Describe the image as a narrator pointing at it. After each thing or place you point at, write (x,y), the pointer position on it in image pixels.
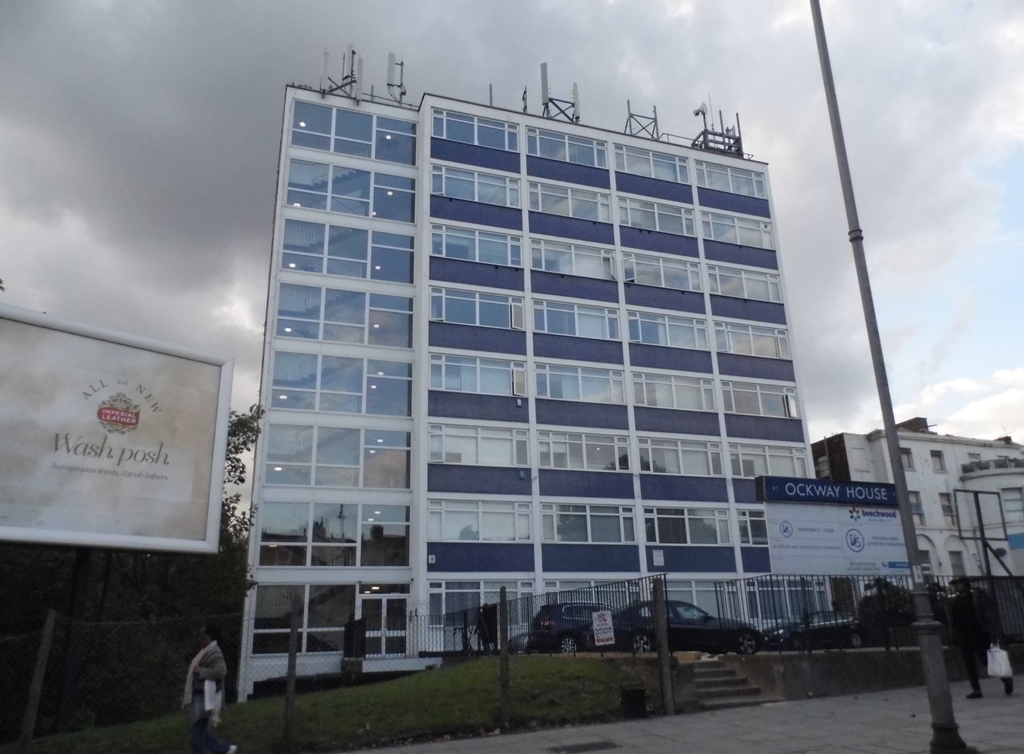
In this picture there is a buildings (572,496). In the bottom left corner (193,665) there is a man (211,692) who is walking on the street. Beside him there is a fencing (167,681). On the left (154,456) we can see the advertisement board (197,529). Behind that we see the trees (134,589). In the bottom right corner (967,630) there is a man (964,661) who is wearing black dress (963,616) and holding a plastic bag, beside him we can see the pole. In front of the building (799,597) we can see black cars (548,624) which is parked near to the board (853,543). At the top of the building (516,117) we can see the signal towers (723,123) and poles (732,125). At the top (721,17) we can see sky (719,26) and clouds (718,26).
